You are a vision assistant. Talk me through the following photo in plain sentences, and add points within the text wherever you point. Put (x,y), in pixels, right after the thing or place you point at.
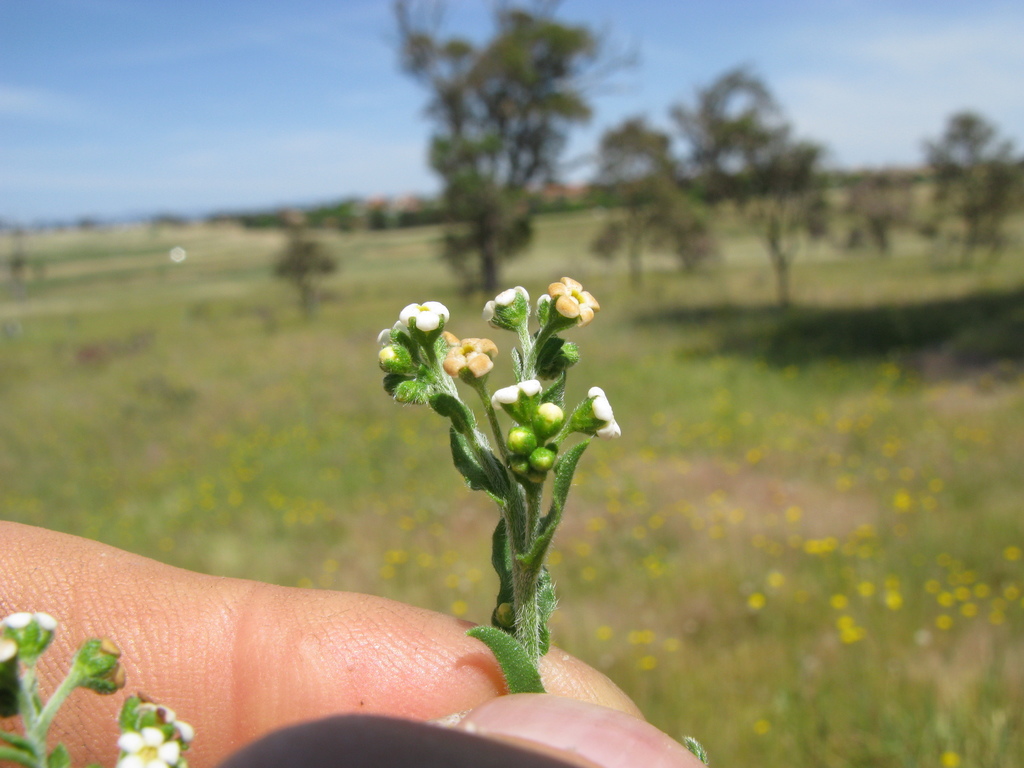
In this image we can see some person's fingers (377,669) and we can also see that person (555,655) is holding the plant (532,630). In the background (403,487), we can see the flower plants (793,521), trees (997,193) and also the sky (151,65).
